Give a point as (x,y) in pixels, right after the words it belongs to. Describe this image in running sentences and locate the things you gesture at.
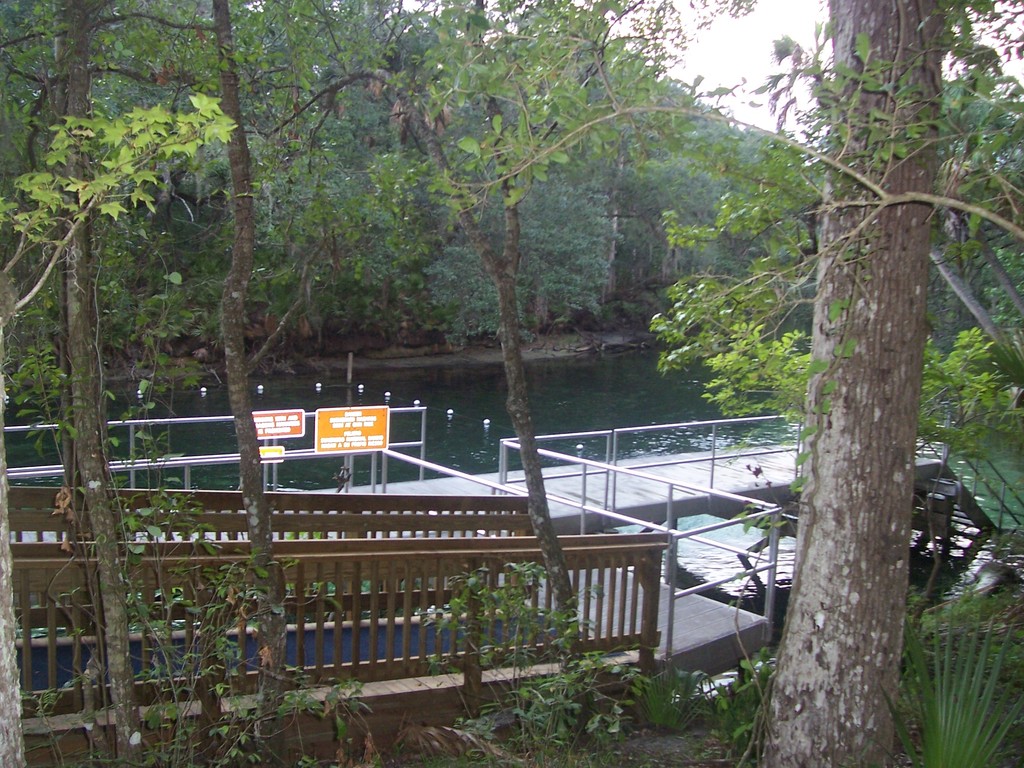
In this image I can see the lake (640,377), tree (724,216), and bridge (224,500) and sign boards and the sky (719,57) visible.
